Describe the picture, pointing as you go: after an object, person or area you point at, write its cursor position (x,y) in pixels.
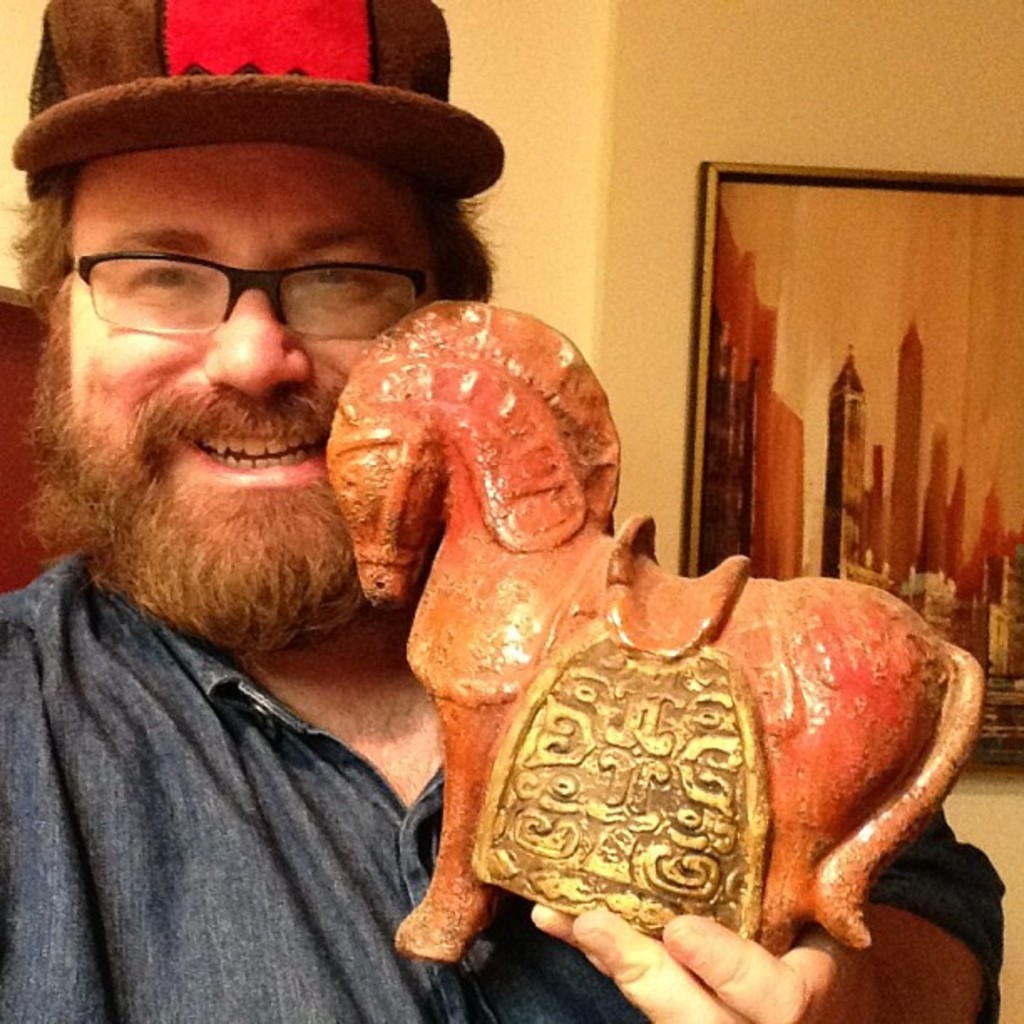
In this image I can see a person (210,388) holding horse toy (690,801). He is wearing cap (269,116). The frame (721,207) is attached to the cream color wall (756,85).
